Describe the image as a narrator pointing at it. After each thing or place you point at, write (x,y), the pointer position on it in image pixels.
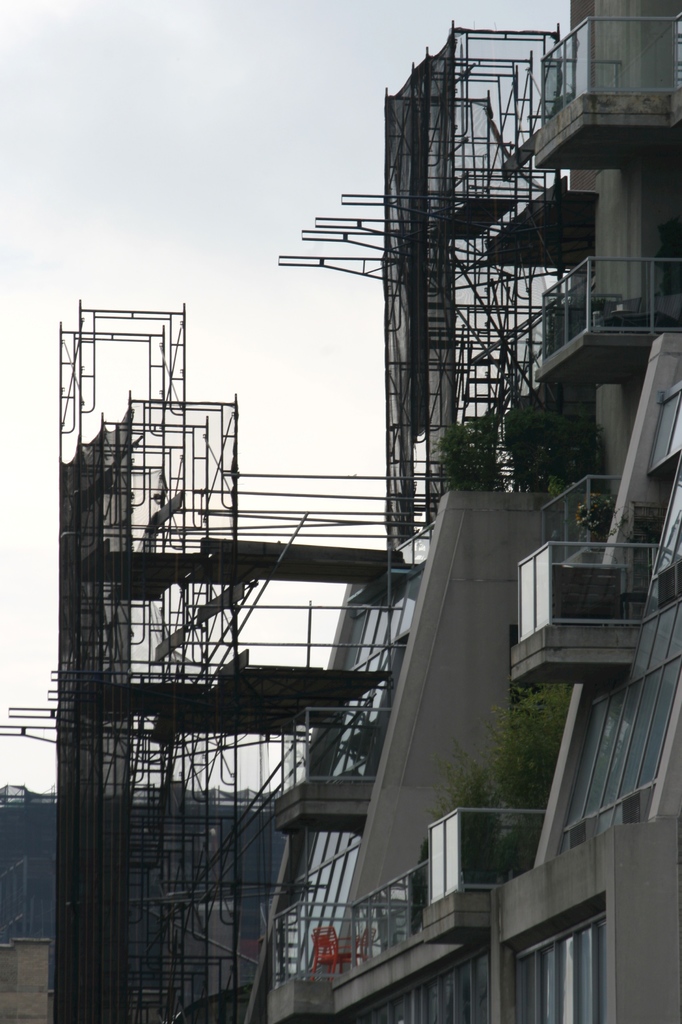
In this image there is a building (488,628) on the right side of this image (484,539). There are some metal scaffolds (334,566) are attached to this building (443,507). There is a sky (217,201) on the top of this image (189,152).
